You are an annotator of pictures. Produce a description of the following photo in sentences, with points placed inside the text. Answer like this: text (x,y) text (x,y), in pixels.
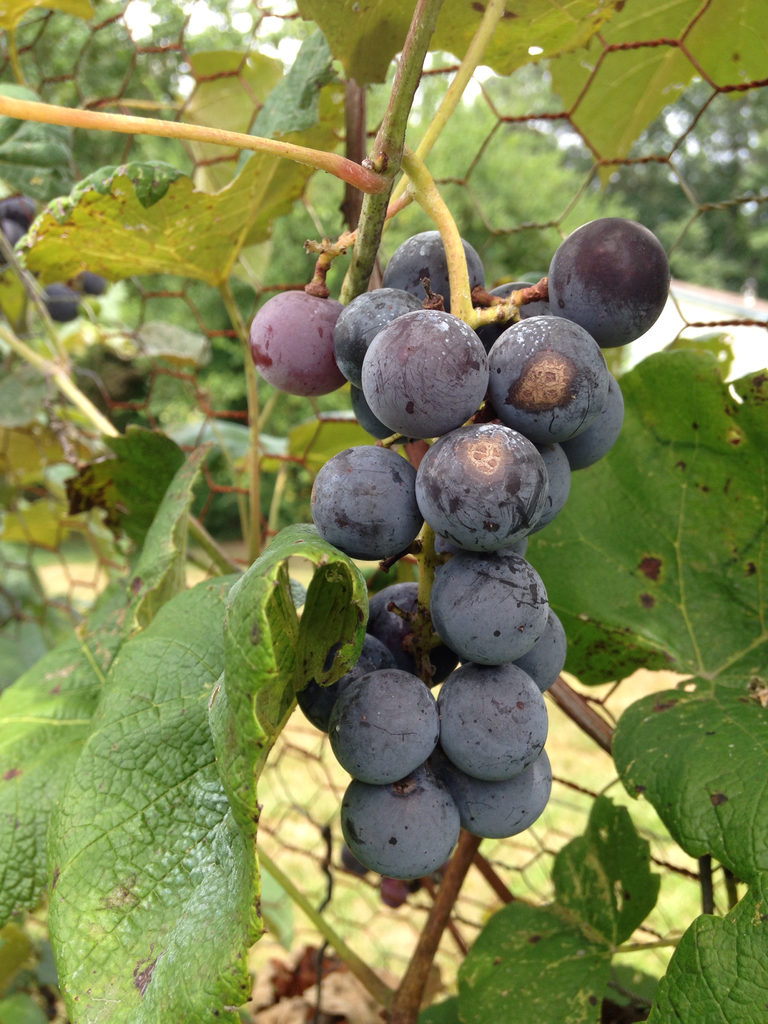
In this picture I can see the grape tree (409,500). I can see the metal grill fence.
